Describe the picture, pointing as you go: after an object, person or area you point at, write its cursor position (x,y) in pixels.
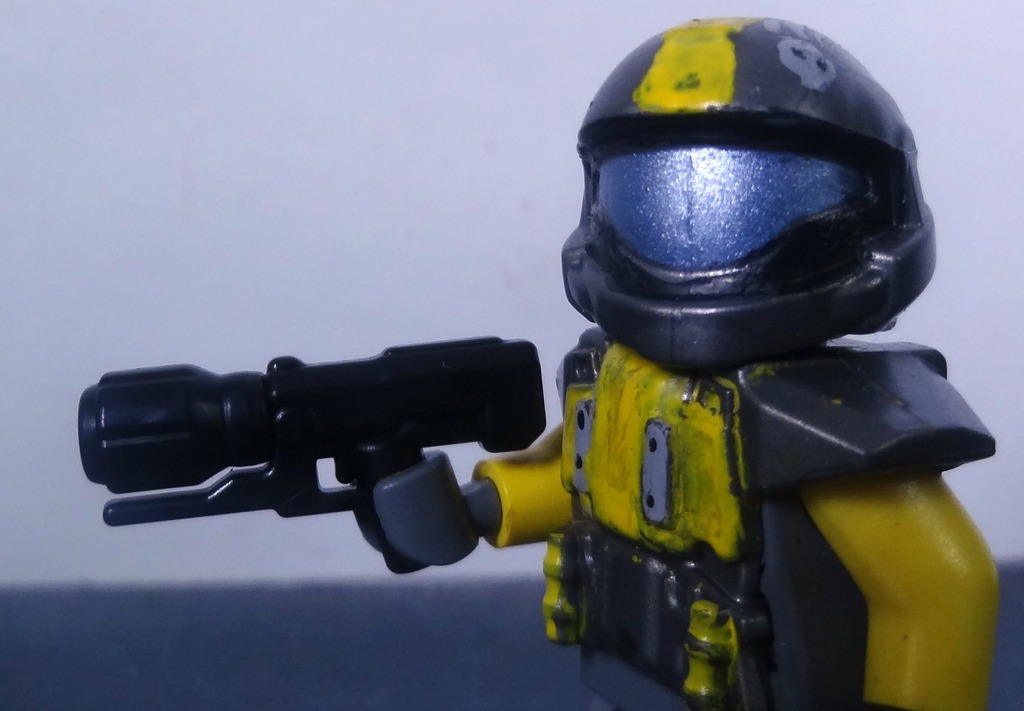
On the right side of the image (804,312) we can see a robot (595,517). In the background of the image (338,226) we can see a wall (336,226).
